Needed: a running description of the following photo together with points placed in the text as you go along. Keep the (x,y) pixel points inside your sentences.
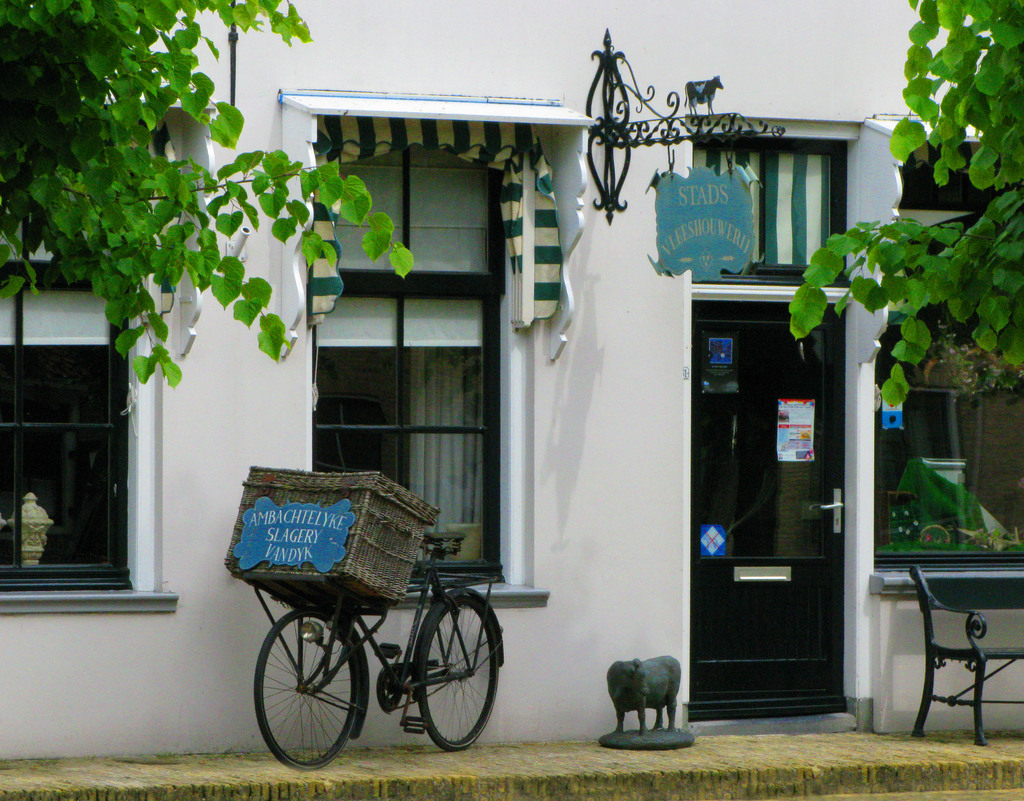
In this picture we can observe a bicycle (451,606) which is in black color. There is grey color box (338,494) on the bicycle (429,539). We can observe a statue (637,692) of an animal (640,692) in front of the wall (596,562) which is in white color. We can observe windows (433,385) and trees (924,246). There is a black color door (760,537).
